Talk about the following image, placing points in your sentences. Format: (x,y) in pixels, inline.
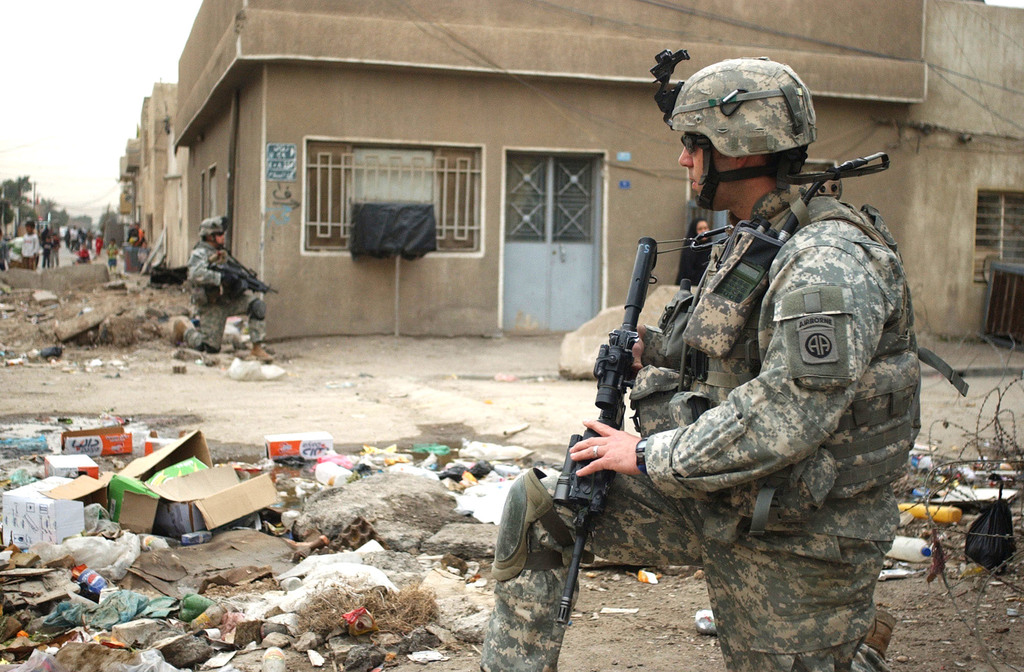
In the center of the image (645,380) we can see one person (855,351) holding a gun (638,261) and he is wearing a helmet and jacket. And we can see some objects (680,300) on the jacket (768,196). In the background (168,70), we can see the sky (92,65), trees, poles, buildings (247,251), windows (433,183), one banner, one door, one black object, one person (255,330) holding a gun (238,264) and wearing a helmet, few people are standing, boxes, bottles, stones (91,661), waste products (196,629) and a few other objects (383,445).
